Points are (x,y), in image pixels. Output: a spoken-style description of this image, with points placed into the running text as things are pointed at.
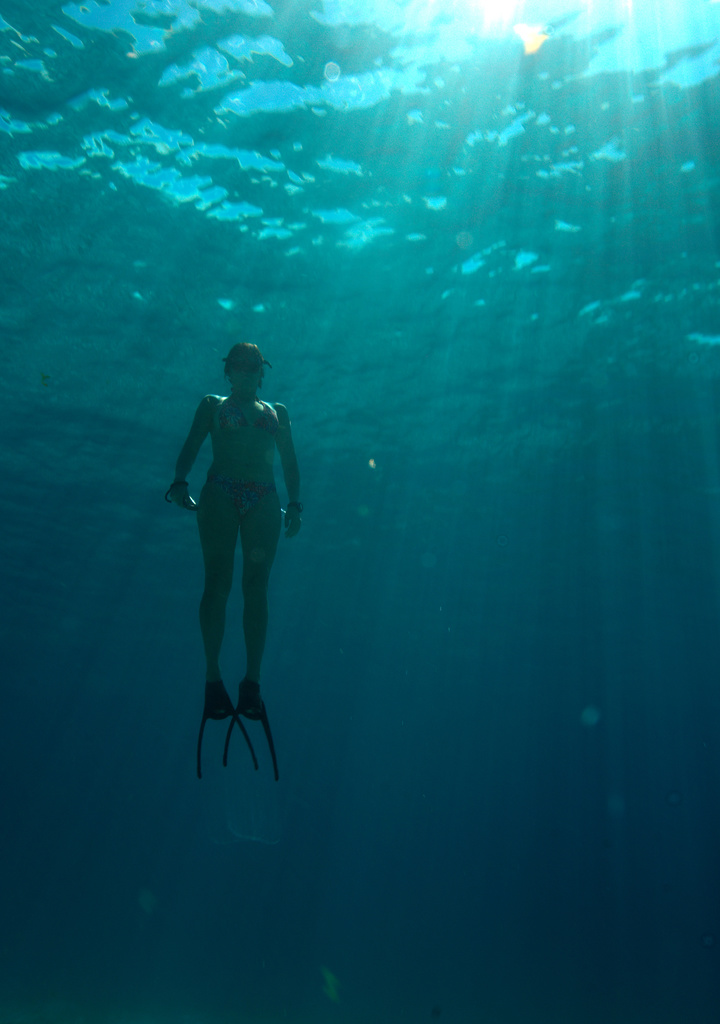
In this image there is a person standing inside the water (434,410).
